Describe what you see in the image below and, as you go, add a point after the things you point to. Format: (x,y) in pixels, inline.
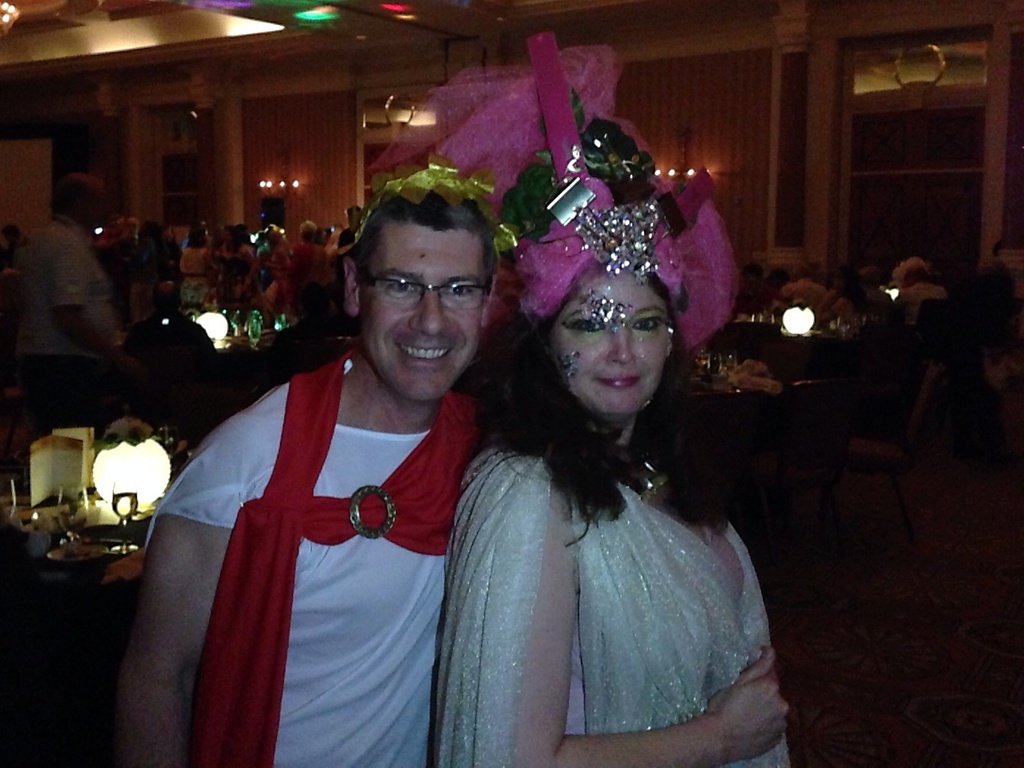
This picture is clicked inside. In the foreground (444,479) we can see the two persons (562,428) smiling and standing on the ground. In the background (902,289) we can see the group of people (794,287), tables (54,507) chairs (794,414) and many other objects (841,319) and we can see the wall (685,75), lights (252,30), roof (321,57) and some other objects (375,160).
